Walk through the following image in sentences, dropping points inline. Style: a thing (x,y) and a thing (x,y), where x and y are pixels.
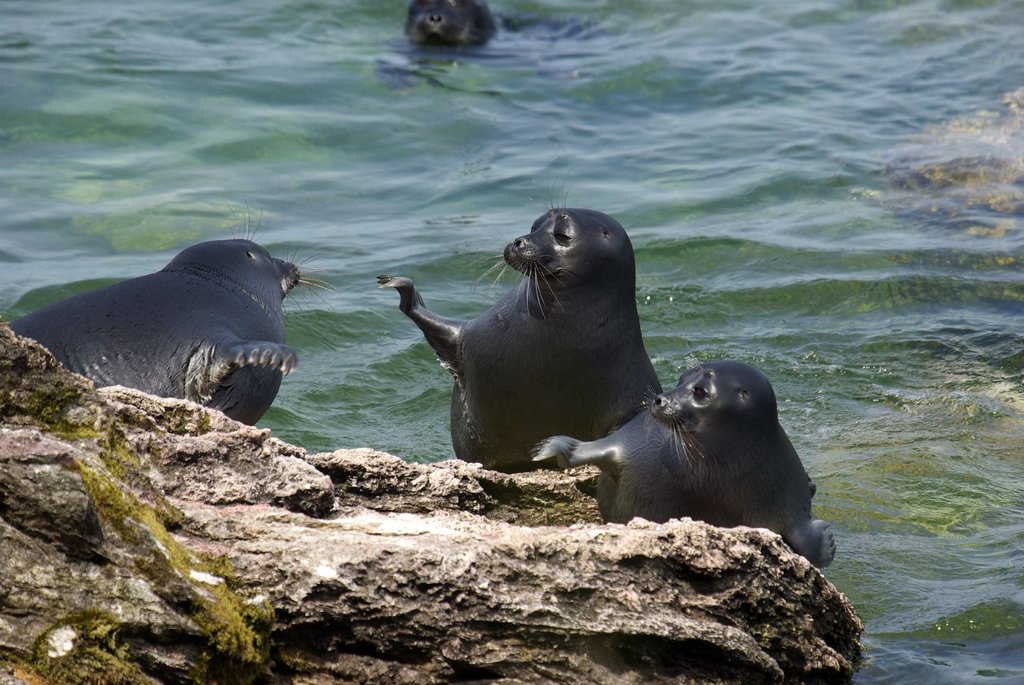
In the image there is a rock (293,517) and behind the rock (263,533) there are few seals (497,379) and behind the seals (290,271) there is a water surface (860,228).
